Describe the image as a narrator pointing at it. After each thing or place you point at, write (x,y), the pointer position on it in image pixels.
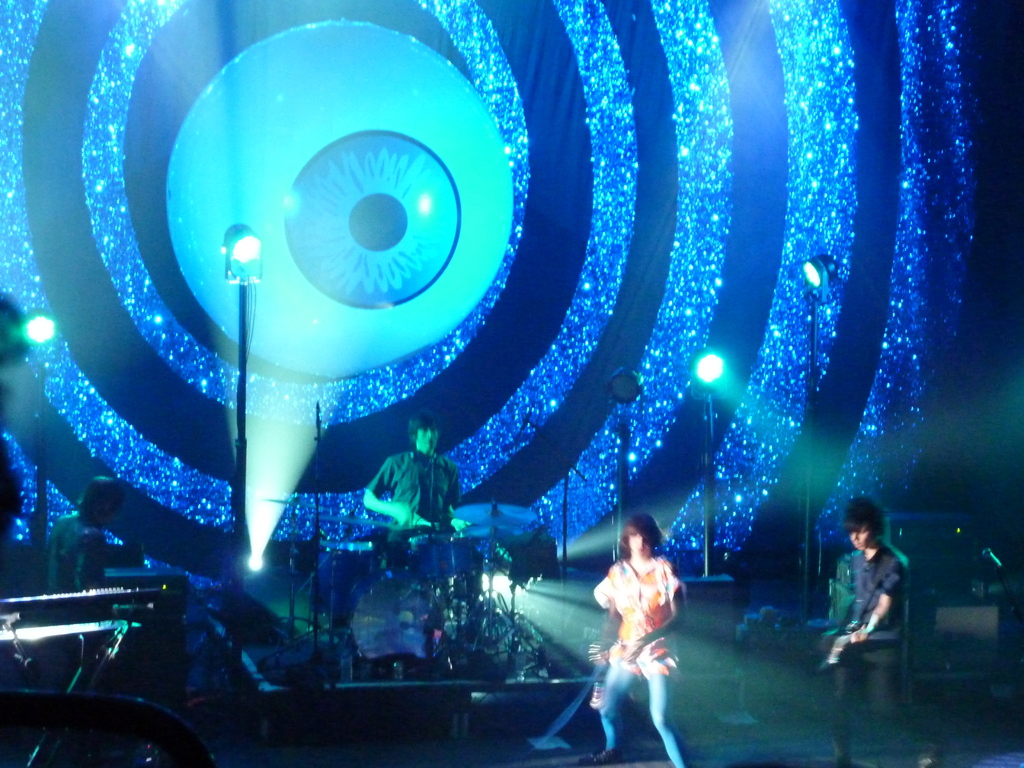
In this image we can see, there are some people (845,732) performing on the stage (803,758), and in the back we can see some poles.
